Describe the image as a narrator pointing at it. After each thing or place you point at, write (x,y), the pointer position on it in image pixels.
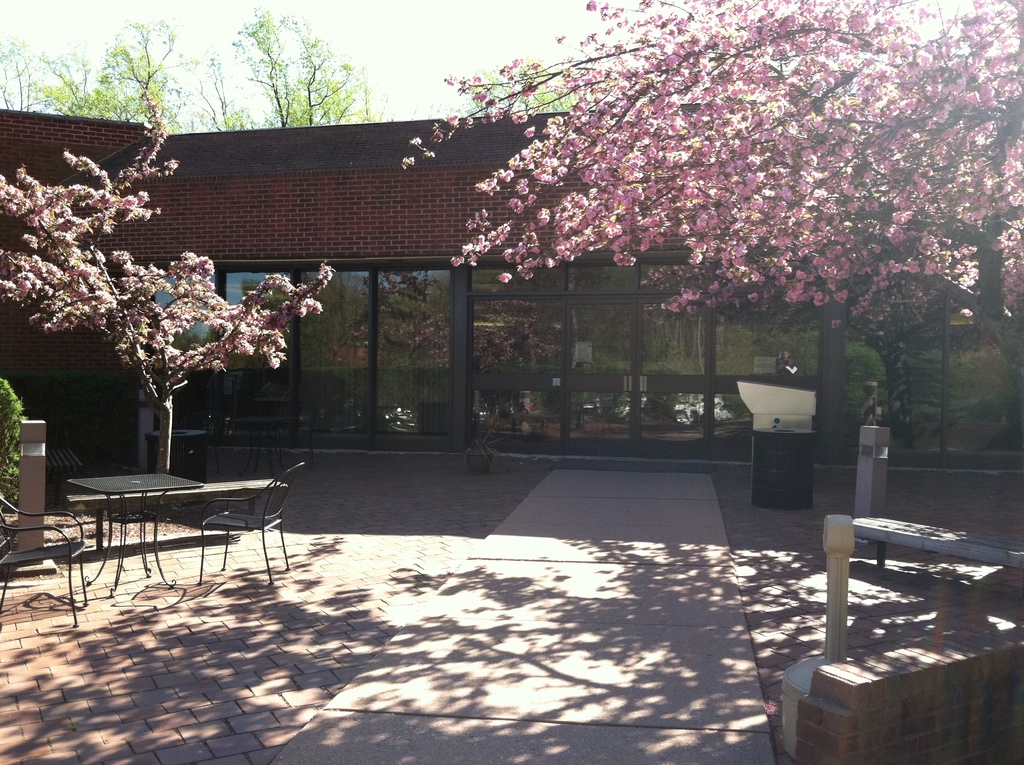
In this picture I can see the path (387,589) in front (480,538), on which there are 2 chairs (7,530), a table (144,490) and other things (28,426) and in the middle of this picture (500,394) I can see a building (534,253) and few trees (530,152). In the background (342,45) I can see the sky (202,35).
